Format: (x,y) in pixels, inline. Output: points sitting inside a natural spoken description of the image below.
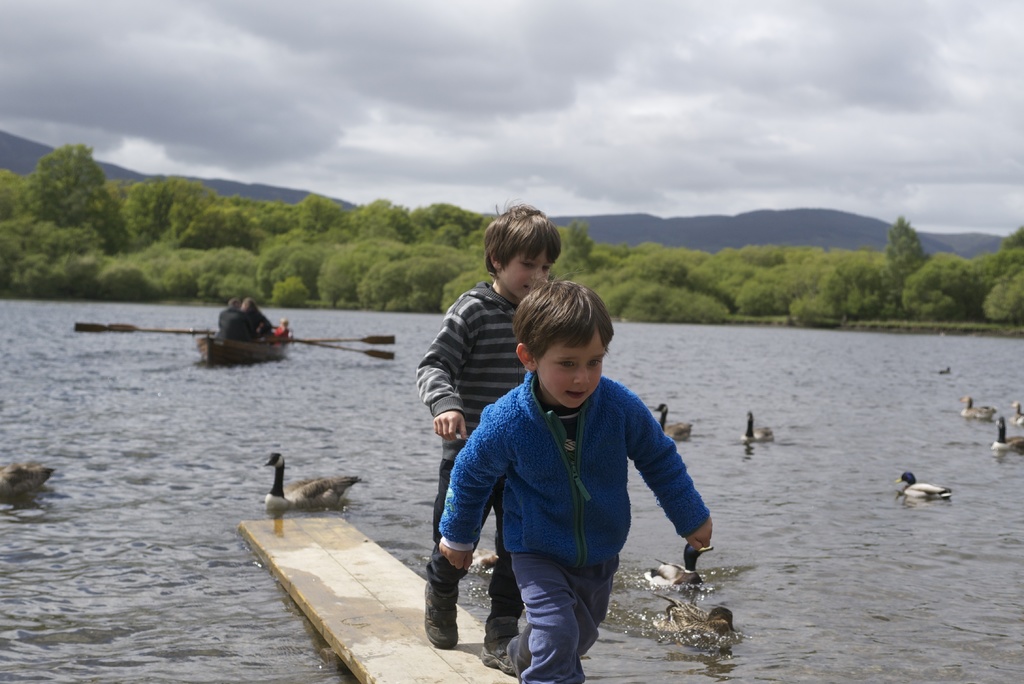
In this picture, we see two boys (525,460) are walking on the wooden plank (454,668). Behind them, we see water (797,457) and this water (774,502) might be in the river (773,529). We see ducks (688,582) are swimming in the water (798,507). In the middle of the picture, we see two men (267,328) are riding the boat (259,342). There are trees (607,257) and hills (792,232) in the background (690,226). At the top (634,34), we see the sky (620,112).
